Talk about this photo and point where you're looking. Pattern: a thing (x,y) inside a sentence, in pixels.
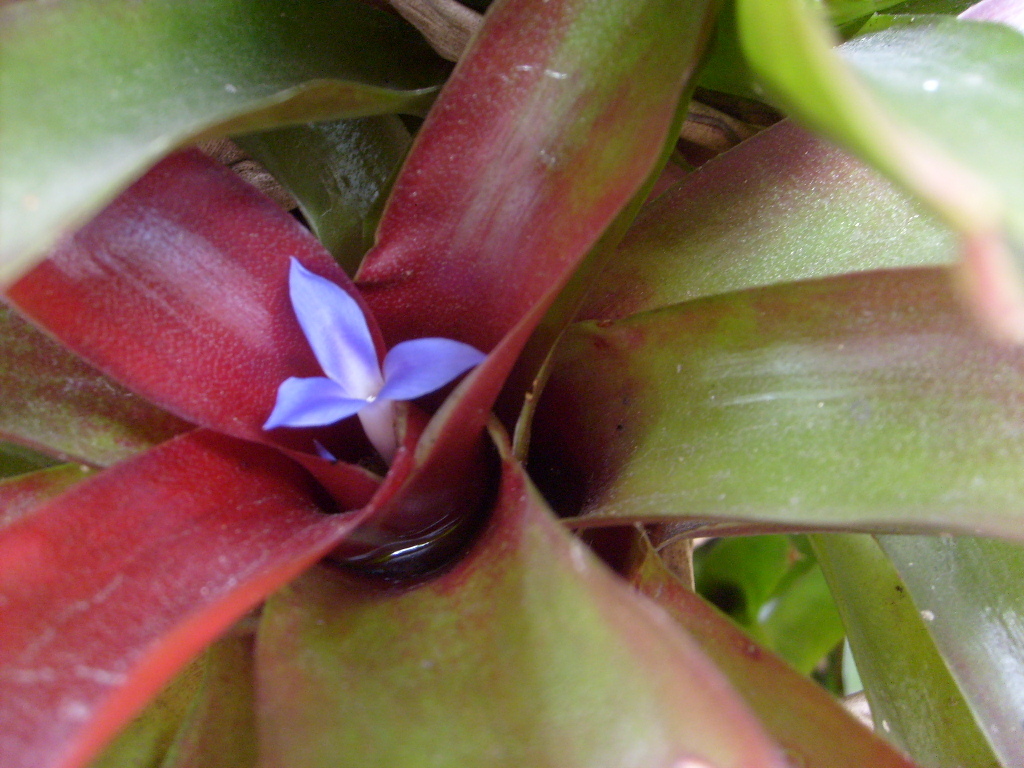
In this image there are leaves (460,676) of a plant (158,424). In the center (372,402) there is a flower (336,401).
